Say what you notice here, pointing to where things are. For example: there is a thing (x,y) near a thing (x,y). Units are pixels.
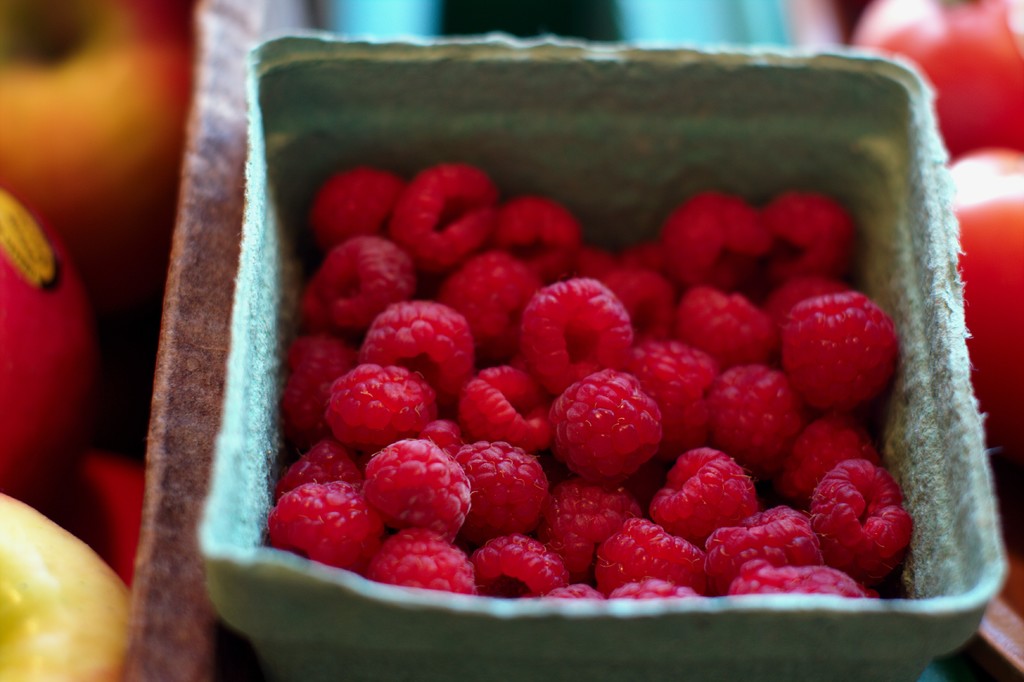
This image consists of food (349,321) which is in the center (564,419).
